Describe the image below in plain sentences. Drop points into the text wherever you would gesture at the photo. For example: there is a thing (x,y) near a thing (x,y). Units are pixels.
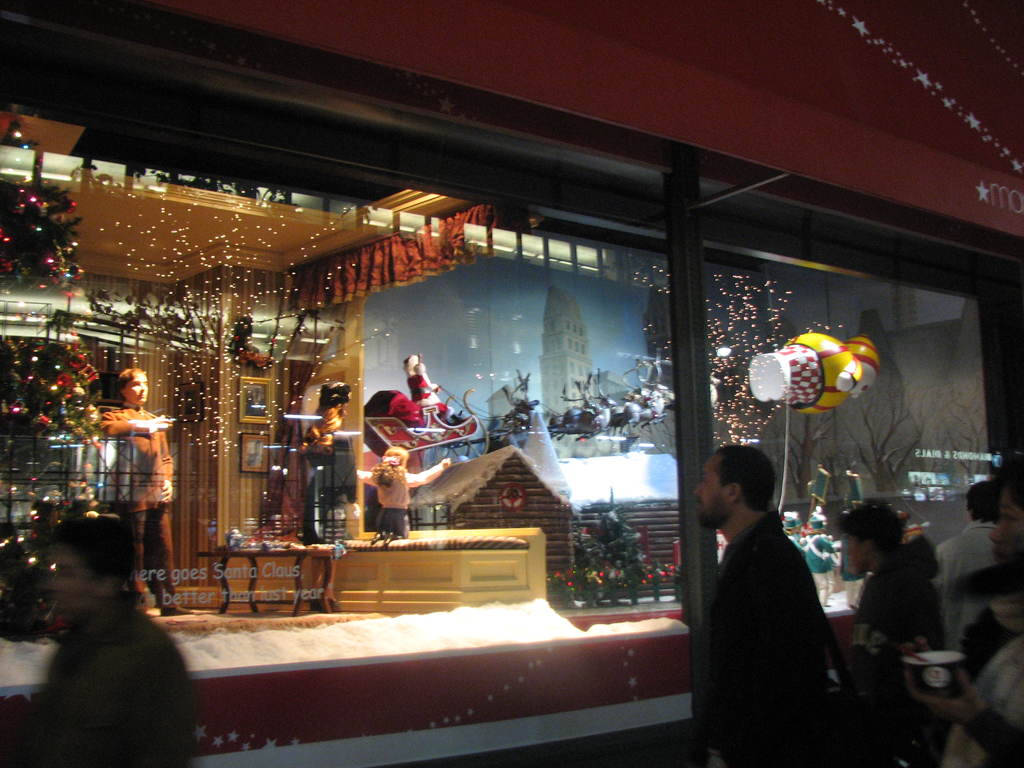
In the right bottom of the picture (769,624), we see people (883,684) standing. In front of them, we see a glass (470,648) from which they can see a Christmas tree (58,414) which is decorated with lights (10,505). Beside that, we see mannequin (151,505). Beside that, we see a table (274,552). Behind that, we see a wall (209,515) on which photo frames (259,392) are placed. Beside that, we see the huts (474,473) which are decorated and Santa Claus (427,396) is riding a vehicle (460,432). On the right side (806,425), we see trees (889,442).
